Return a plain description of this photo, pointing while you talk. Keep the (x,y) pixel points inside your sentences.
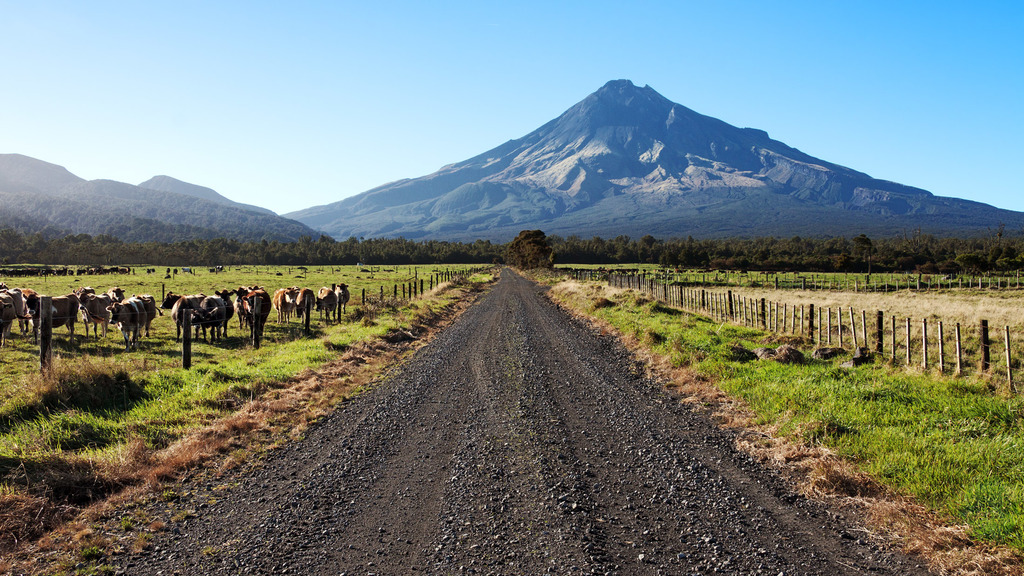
In this image I can see the road (510,351), some grass (156,282) and few poles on both sides of the road (504,339). I can see few animals (120,307) on the ground (164,281) and in the background (285,227) I can see few trees (329,246), few mountains (421,206) and the sky (506,91).
